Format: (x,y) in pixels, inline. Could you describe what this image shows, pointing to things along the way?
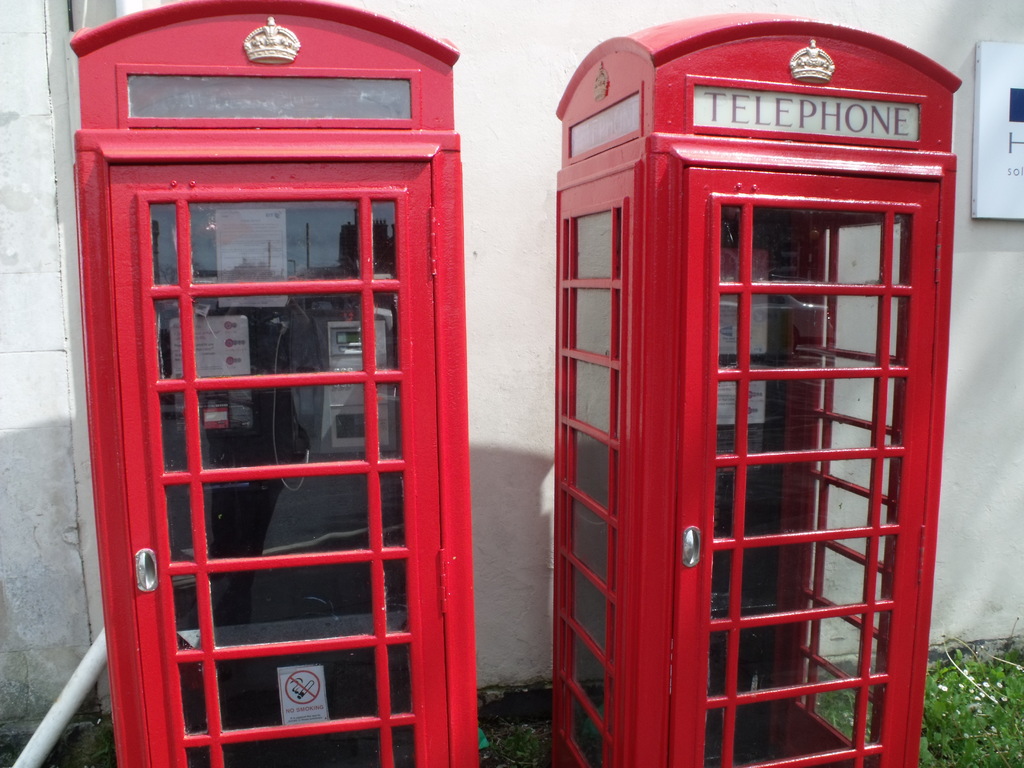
In this image I can see two telephone booths (319,296). Also there is a wall (41,685) in the background (759,1).
